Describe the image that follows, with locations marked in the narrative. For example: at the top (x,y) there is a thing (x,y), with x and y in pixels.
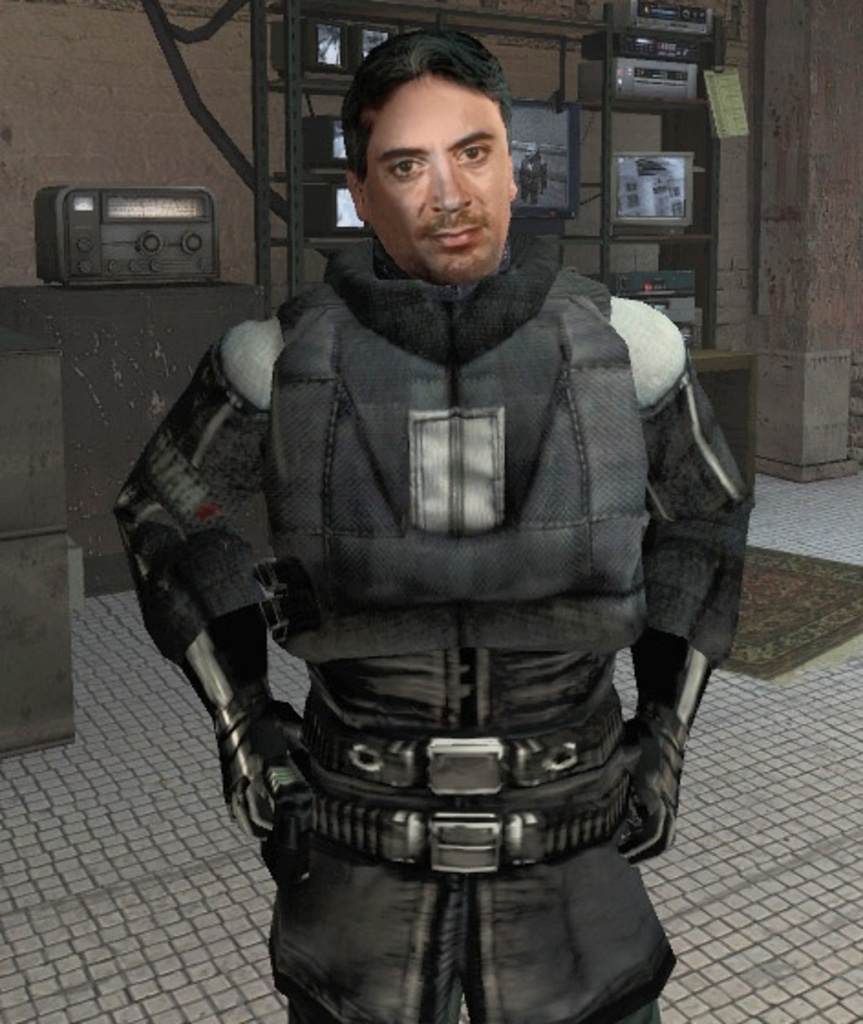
In the picture we can see an edited image of a man's face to the robot structure (367,617) and behind it, we can see a rack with some electronic items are placed and beside it we can see a desk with an electronic item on it.
